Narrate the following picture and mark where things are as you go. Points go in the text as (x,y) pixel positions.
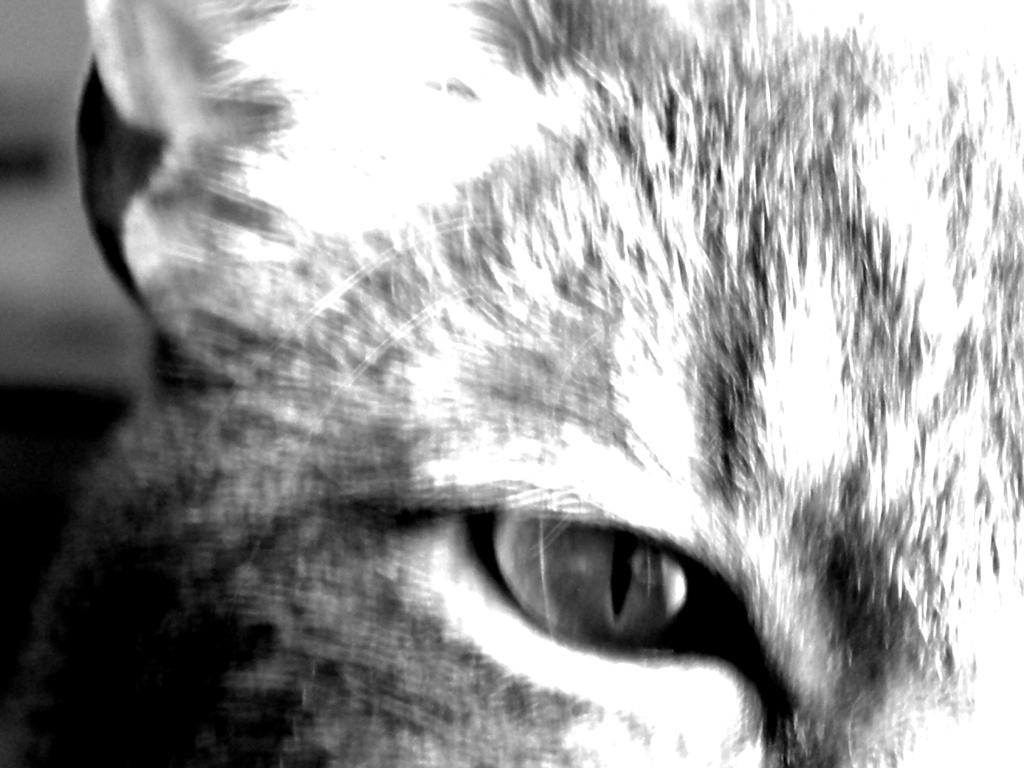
It is a black and white picture. In this image, we can see an animal (575,529).
